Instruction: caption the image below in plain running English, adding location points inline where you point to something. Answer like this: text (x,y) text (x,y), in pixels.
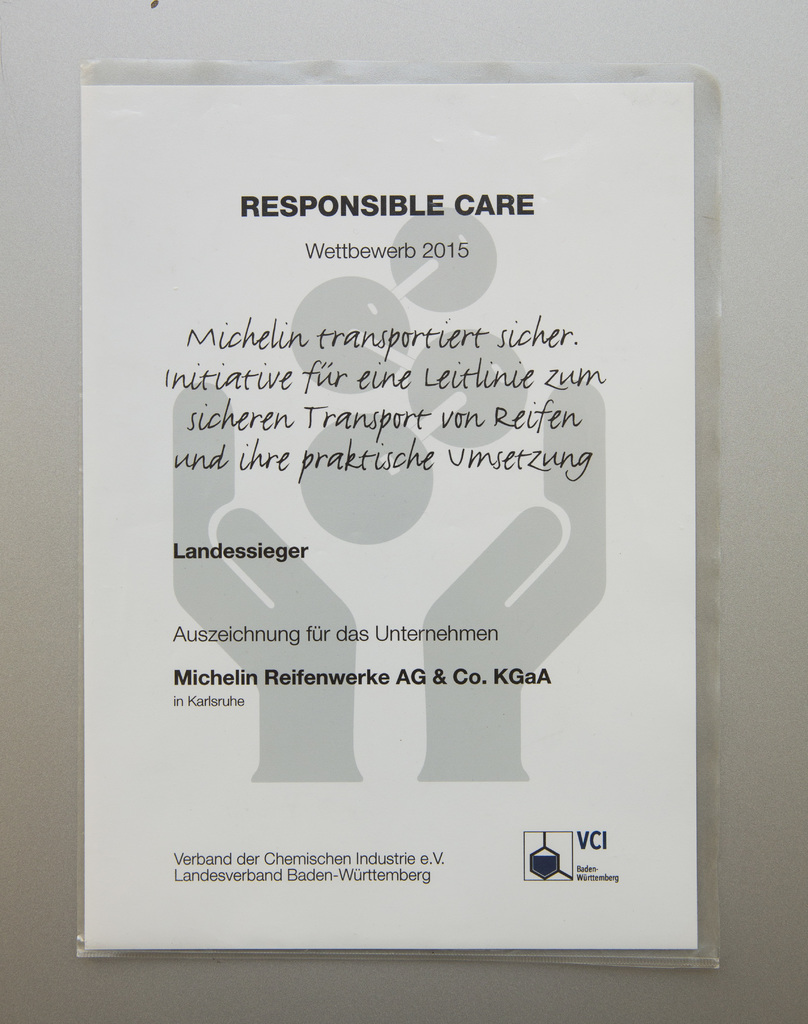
In this image there is a care sheet (607,212), on that it is written as responsible care.
